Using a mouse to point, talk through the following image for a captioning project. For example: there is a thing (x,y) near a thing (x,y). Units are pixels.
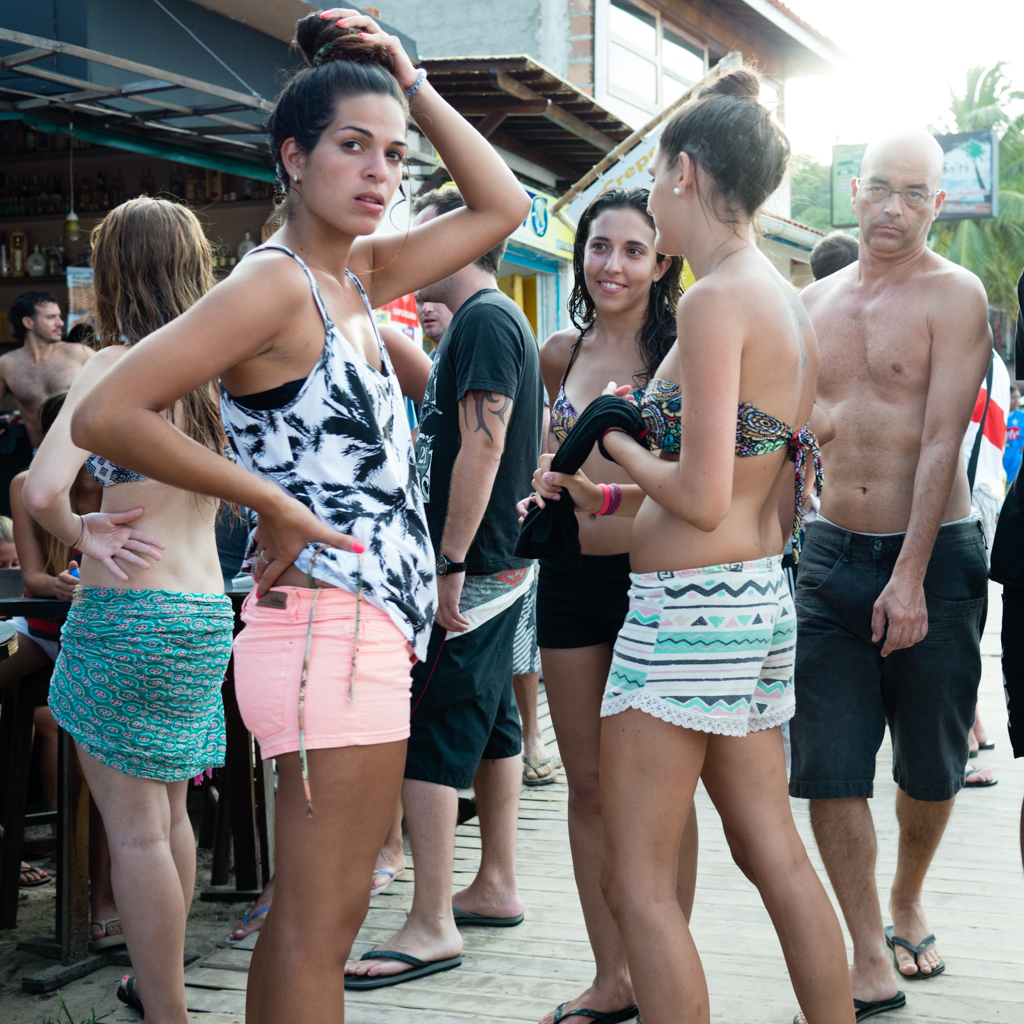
In this image there are some persons (516,638) standing at middle of this image (380,490) and there is a building (248,73) in the background (217,94). There is a tree (980,265) at right side of this image (977,227). The women (407,620) standing in middle of this image (366,570) is wearing white color top (326,480) and pink color short (321,704) and the right side person (469,594) is wearing black color t shirt (492,379) and black color short (458,731) and wearing a slippers (360,985) and the right side person (701,509) is wearing a white color short (712,672) and holding one cloth (579,434) which is in black color. There are some chairs (17,789) at left side of this image (27,773).
